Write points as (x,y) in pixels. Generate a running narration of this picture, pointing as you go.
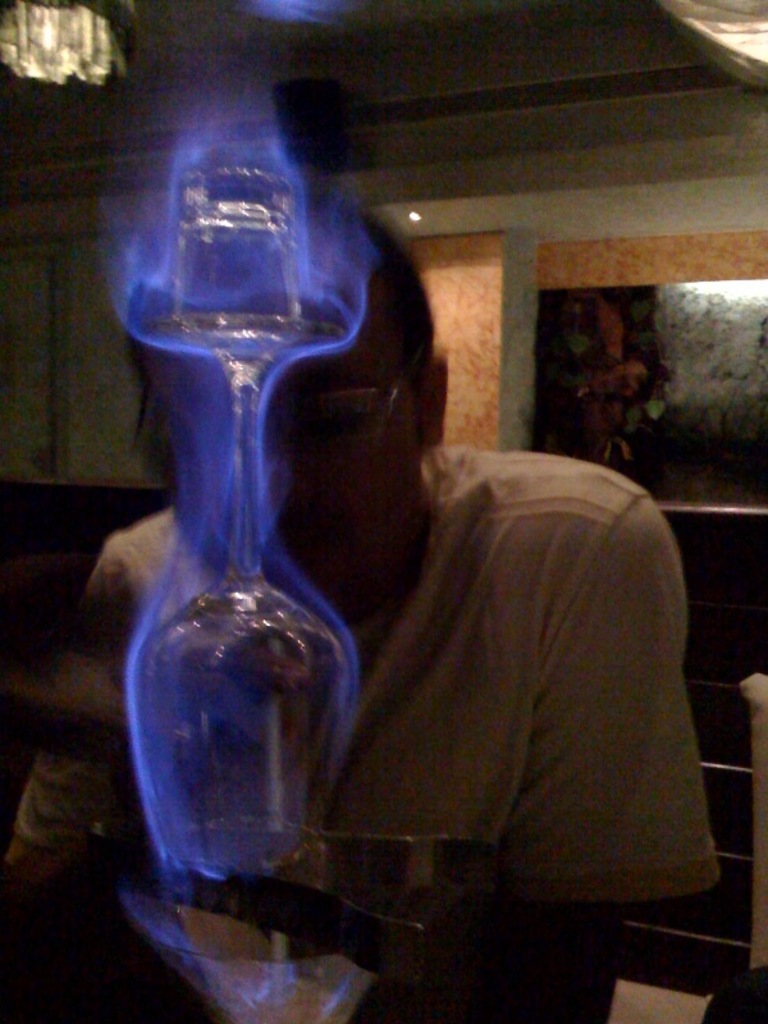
In the foreground of the picture (237,795) there are glasses (237,581) and flame (149,787). In the center of the picture (465,618) there is a person (597,595) sitting. In the background (599,304) there is a frame (637,300) attached to the wall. At the top (80,36) there are lights (75,48).
